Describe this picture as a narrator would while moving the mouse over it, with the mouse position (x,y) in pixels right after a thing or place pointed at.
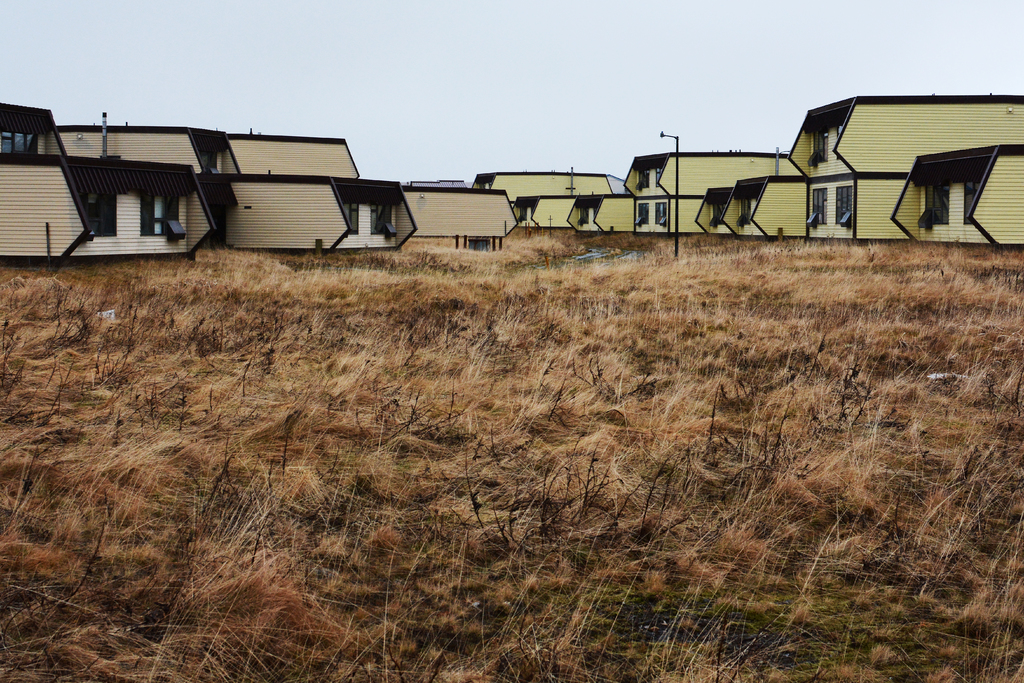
In this image we can see dry grass (597,460). In the background of the image (371,245) there are buildings (538,172). At the top of the image (455,89) there is sky (364,60).
